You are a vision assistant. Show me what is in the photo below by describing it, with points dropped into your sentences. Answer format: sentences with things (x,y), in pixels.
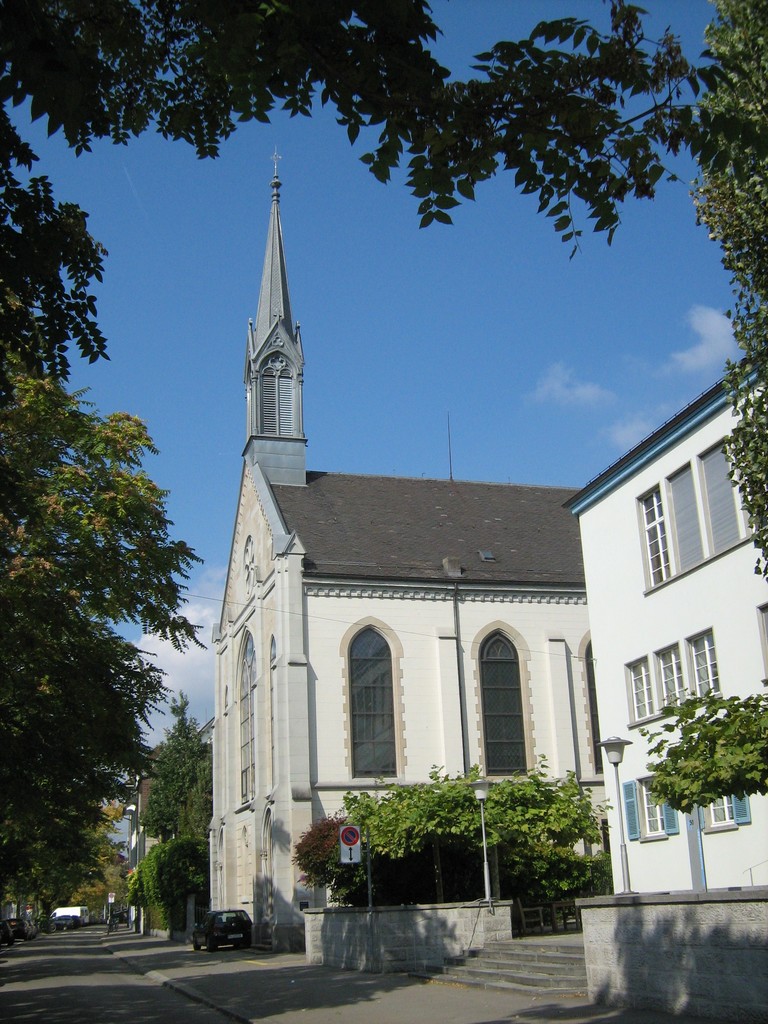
In this picture we can see the road (75,954), vehicle (199,927), signboard (342,832), light poles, trees (421,816), buildings (522,714) with windows (700,673), some objects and in the background (539,233) we can see the sky (322,353).
